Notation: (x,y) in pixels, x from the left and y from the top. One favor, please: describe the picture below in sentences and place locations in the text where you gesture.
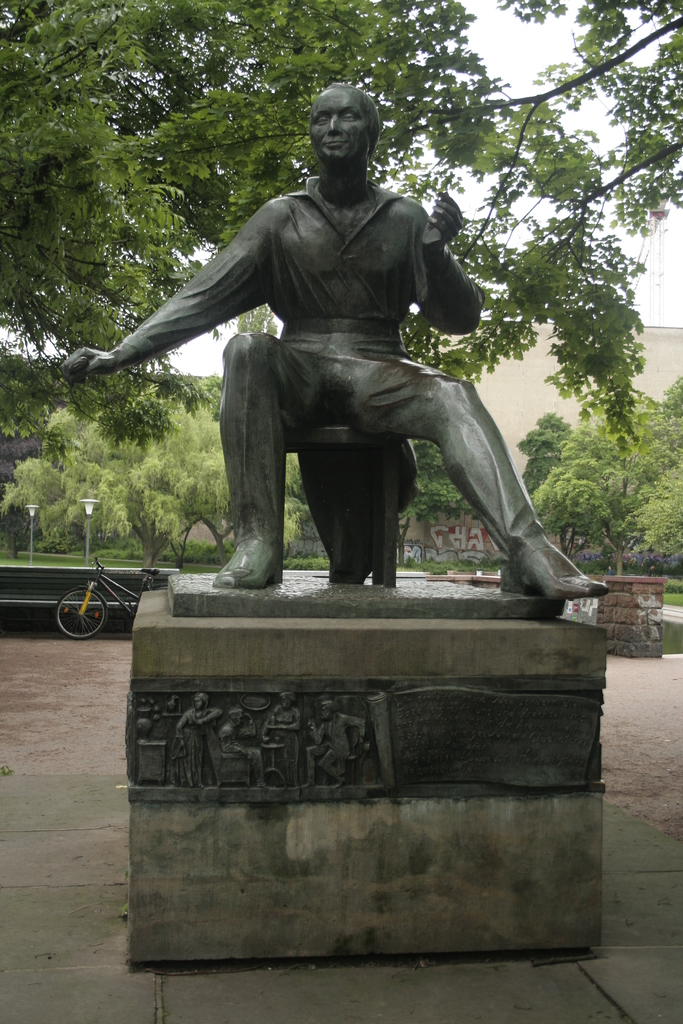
In the center of the image (374,671) there is a statue (256,572). In the background of the image (20,433) there are trees (60,435). There is a building (512,424). There is a bicycle (100,566). At the bottom of the image (200,1007) there is floor (329,989).
